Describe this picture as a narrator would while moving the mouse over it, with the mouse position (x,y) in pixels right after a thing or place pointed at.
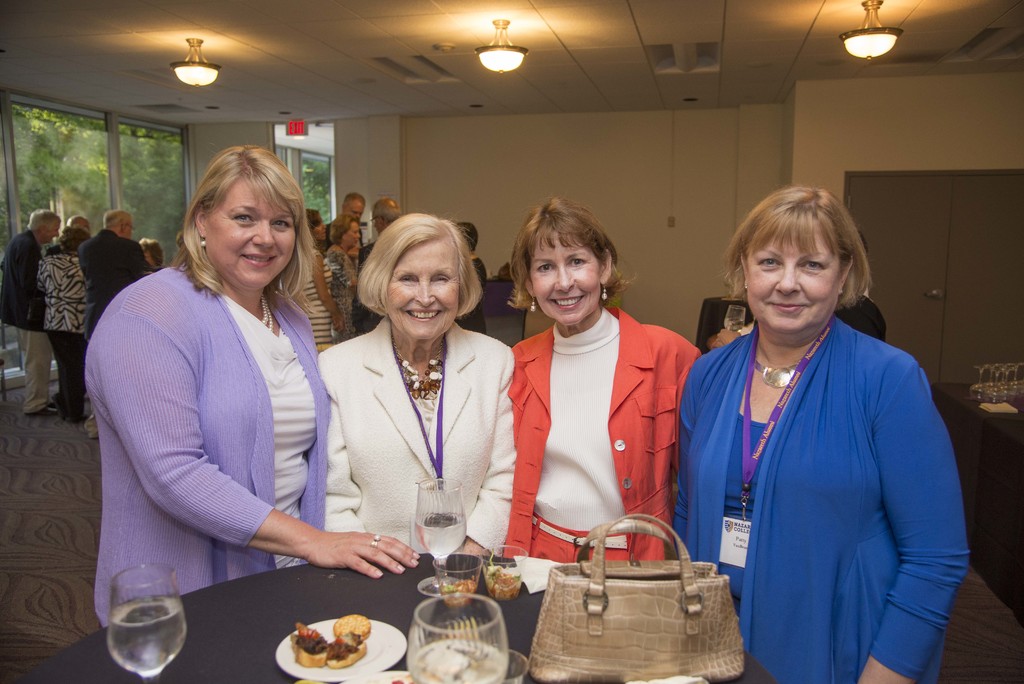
In the center of the image (519,400) we can see women (605,473) standing at the table (401,663). On the table (270,624) we can see glass tumblers (420,666), beverage (431,674), food (347,641) in plates (382,663) and hand bag (600,641). In the background (34,126) we can see persons (50,277), lights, window (87,198), door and wall (429,182).
